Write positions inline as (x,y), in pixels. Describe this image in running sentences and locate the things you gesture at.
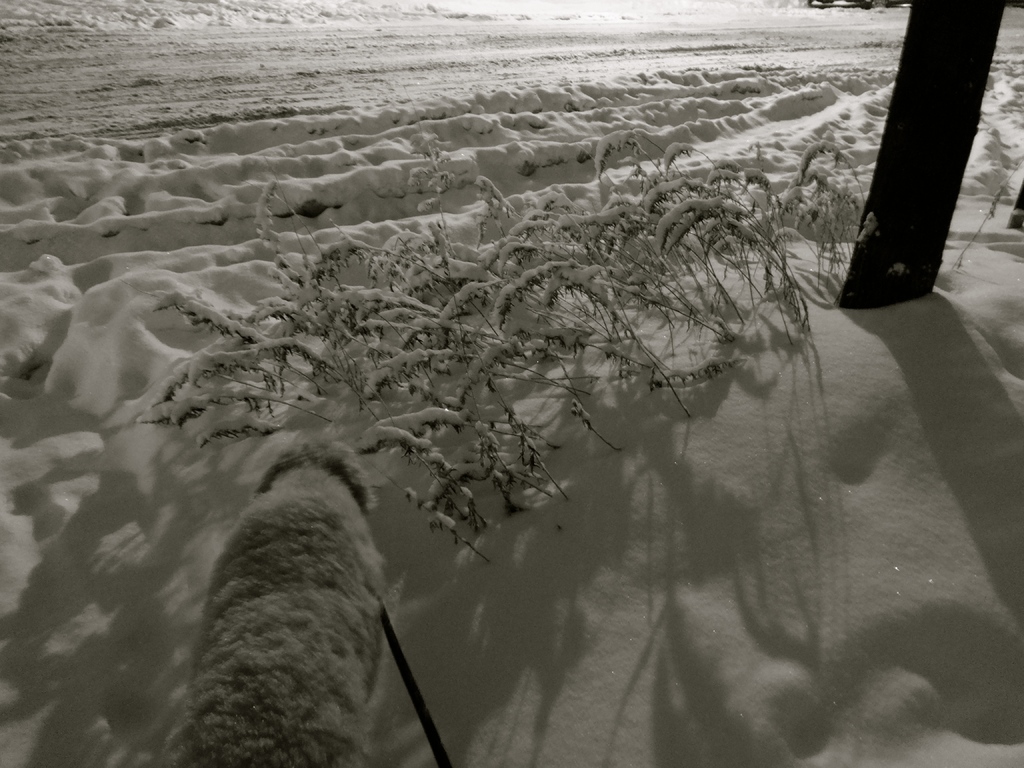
In the foreground of this image (118,241), we can see the snow (176,488), few plants (562,312) and a pole (904,236). In the background (542,26), there is the snow (424,44).
